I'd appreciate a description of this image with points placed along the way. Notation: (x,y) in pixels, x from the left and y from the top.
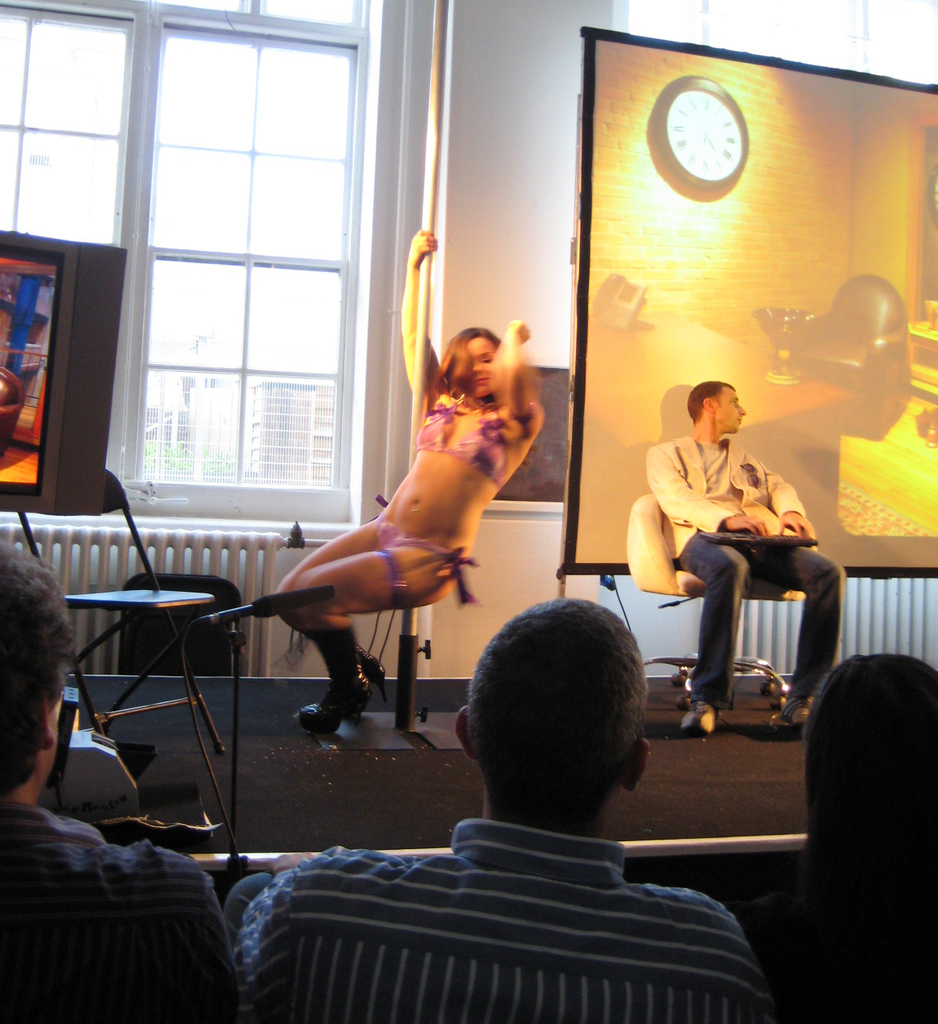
In this picture we can observe two persons (723,602) on the stage (453,779). One of them is a woman (431,597) and the other is a man (700,537). On the right side (706,278) we can observe a projector display screen (724,326). There are some people (497,899) sitting in the chairs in front (93,916) the stage (393,803). In the background (254,262) there are windows (216,229).
